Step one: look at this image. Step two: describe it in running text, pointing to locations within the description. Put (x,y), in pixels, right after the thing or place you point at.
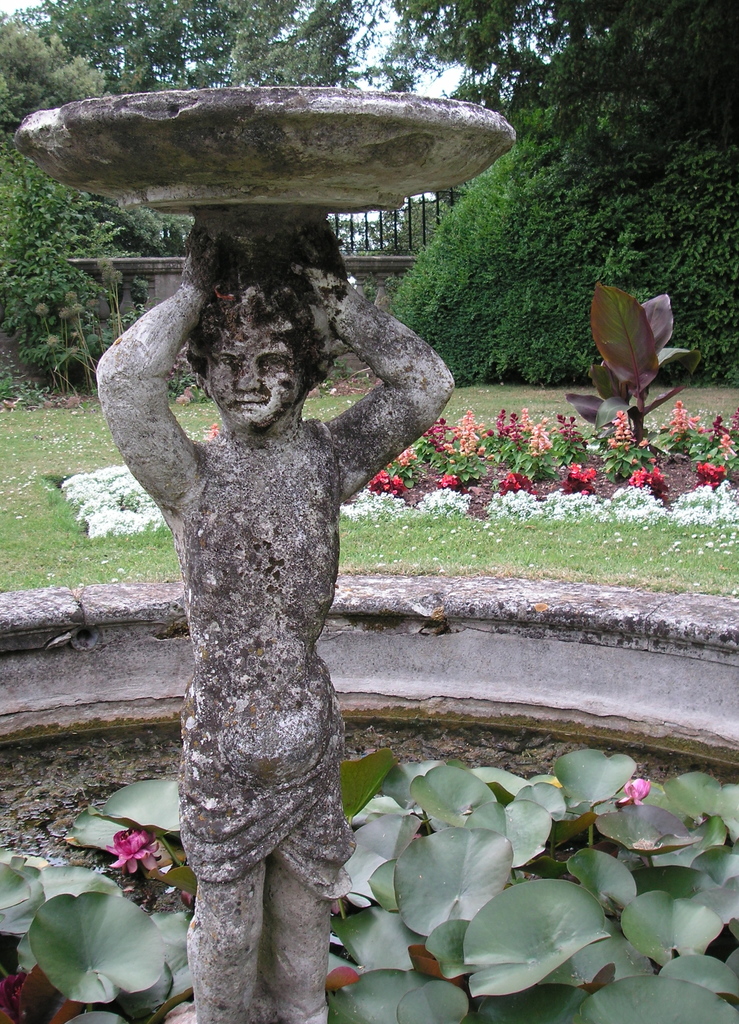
In this image we can see a statue (248,497), grass (172,567), plants (719,214), flowers (130,475), trees (724,147), and a fence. In the background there is sky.
